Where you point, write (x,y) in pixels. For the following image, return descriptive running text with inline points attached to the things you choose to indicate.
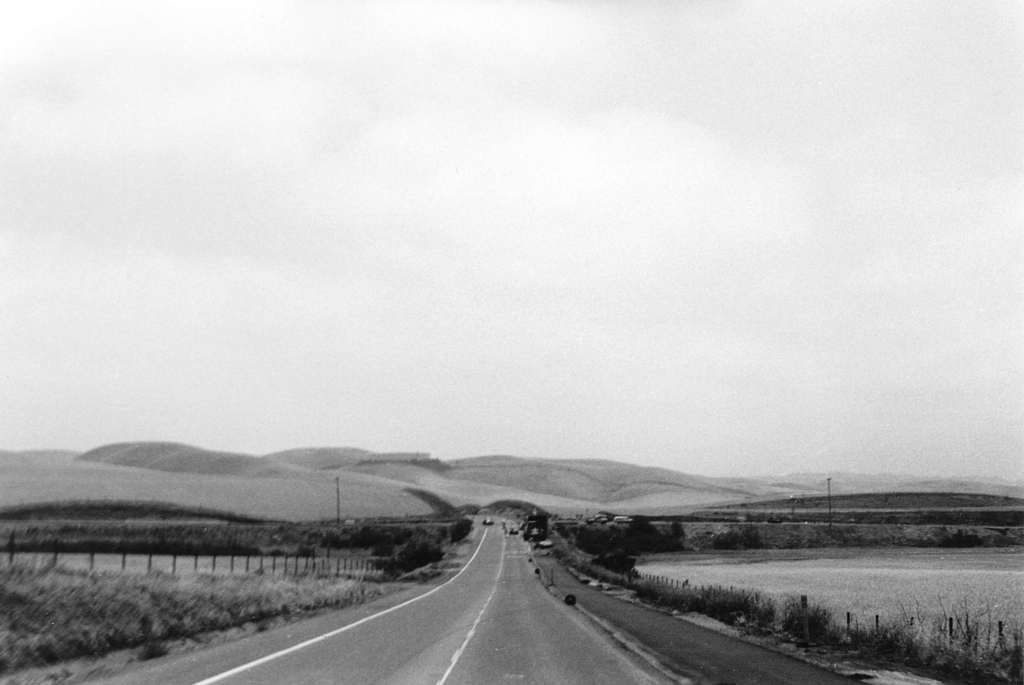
On the right side of the picture (740,582) there are plants (774,596) and a field (759,580). In the center of the picture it is road (501,546), on the road (507,528) there are vehicles (541,532). On the left (129,609) there are plants (131,597), fencing (167,564) and fields (152,496). In the background (353,475) there are hills (351,469). Sky (435,296) is cloudy.
